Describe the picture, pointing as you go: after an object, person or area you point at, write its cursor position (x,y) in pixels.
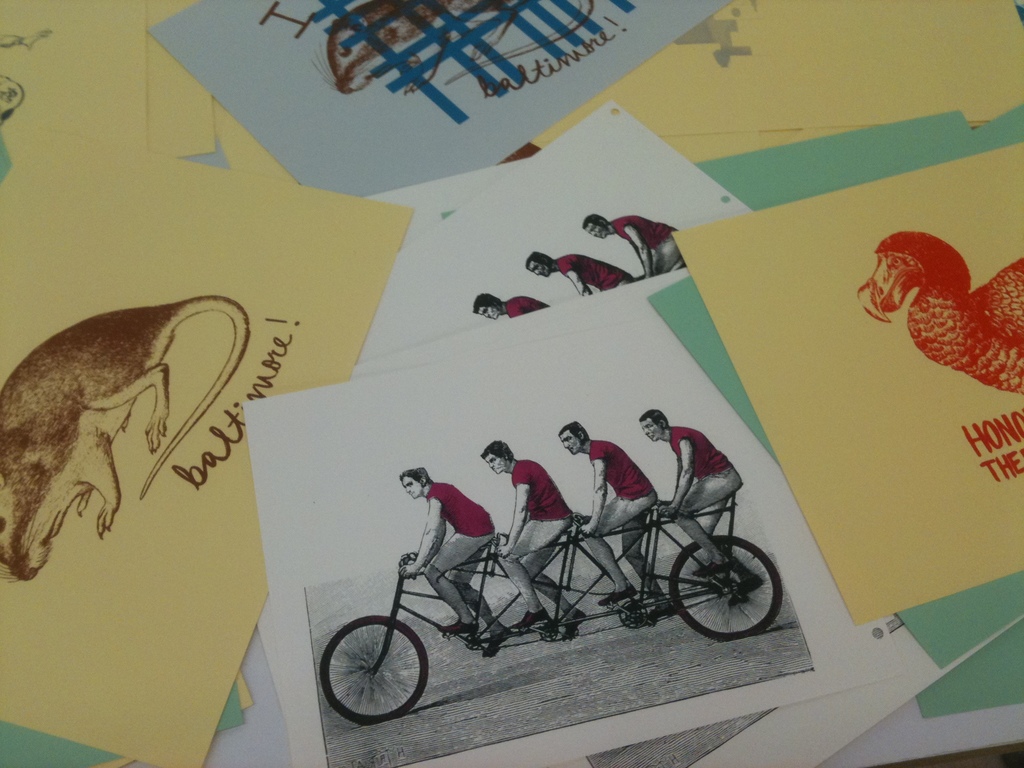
In this picture, it seems like sketches (518,420) in the image.
